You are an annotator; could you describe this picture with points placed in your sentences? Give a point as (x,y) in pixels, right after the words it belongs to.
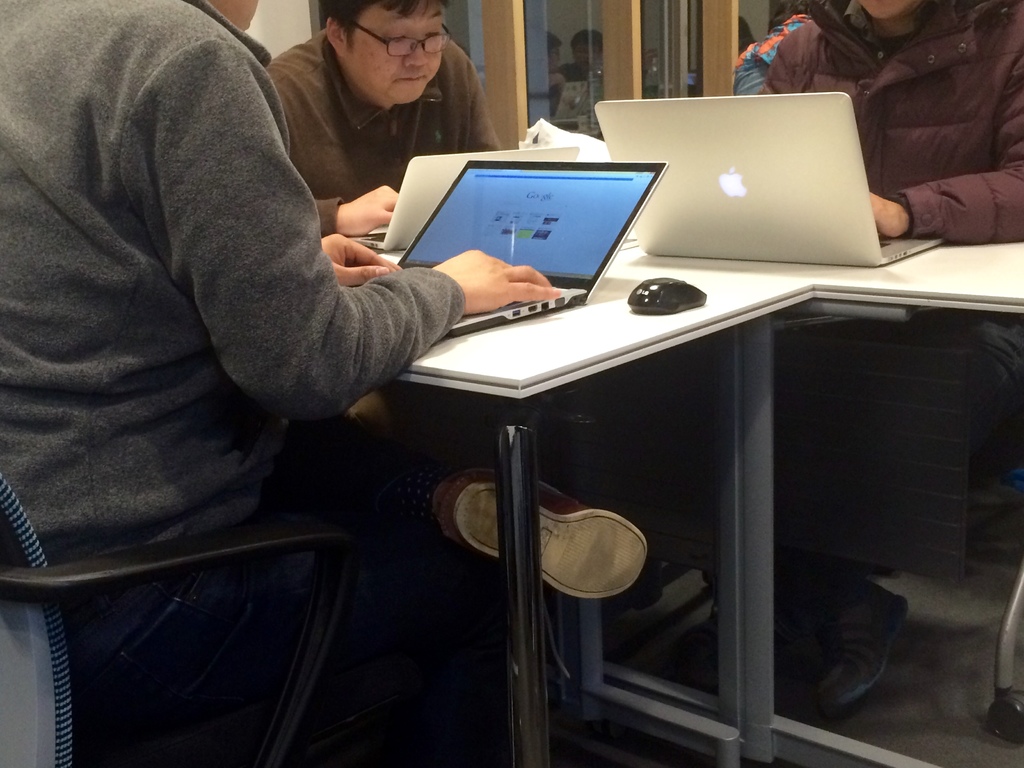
in the picture there are persons (277,96) sitting in the chair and working in the laptop (571,224) present in front of them in the table (702,276) with the mouse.
